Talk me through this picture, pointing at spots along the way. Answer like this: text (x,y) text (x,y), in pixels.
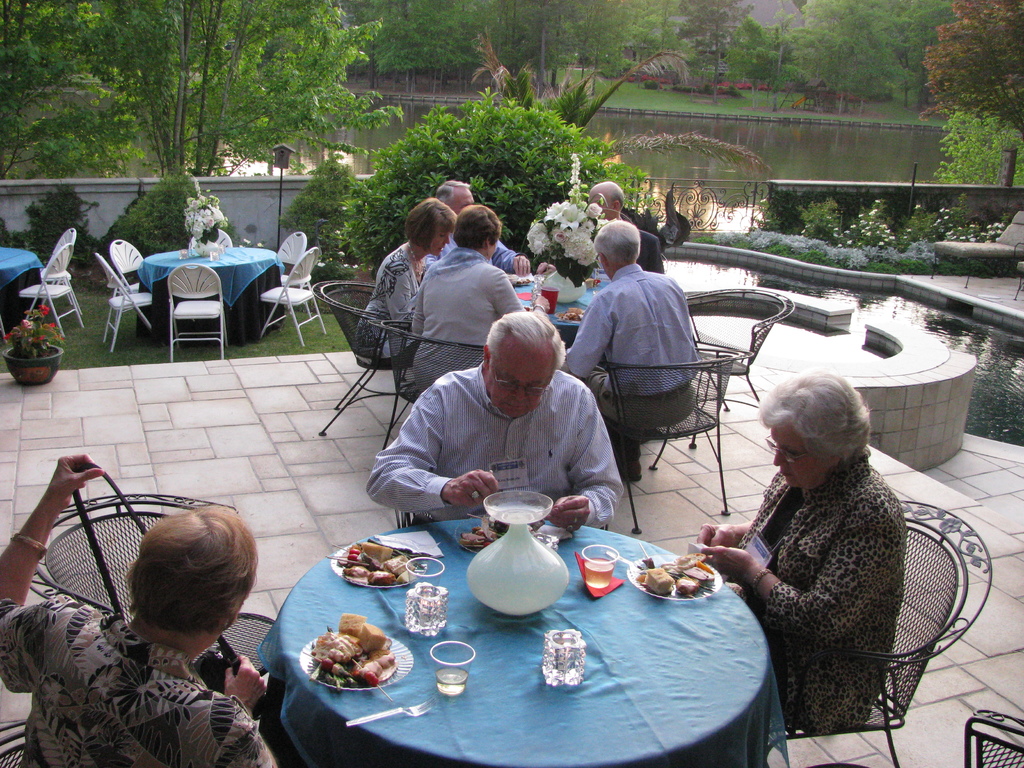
In this picture we can see a group of people (632,250) sitting on chair (358,315) and on table (403,686) we can see glass (439,650), plate (304,667), fork (362,718), tissue paper (402,538), vase (564,290) with flowers (569,249) in it and on plate (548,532) we have food (384,558) and in the background (312,162) we can see water (607,115), grass (616,100), tree (294,94), wall (240,233), flower pot (39,361).
